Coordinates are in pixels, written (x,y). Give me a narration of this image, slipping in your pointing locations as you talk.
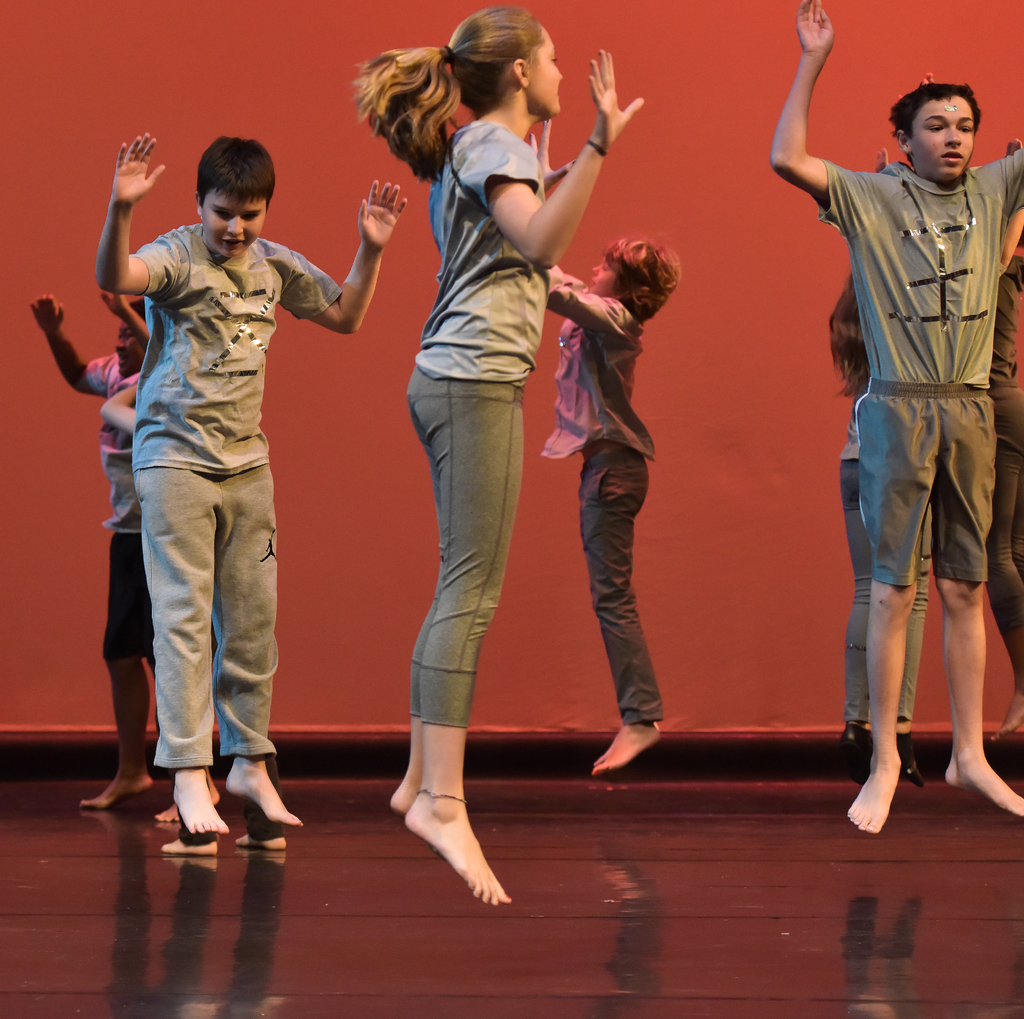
In this image I can see few people (858,321) jumping. The background (30,538) is red in color.
